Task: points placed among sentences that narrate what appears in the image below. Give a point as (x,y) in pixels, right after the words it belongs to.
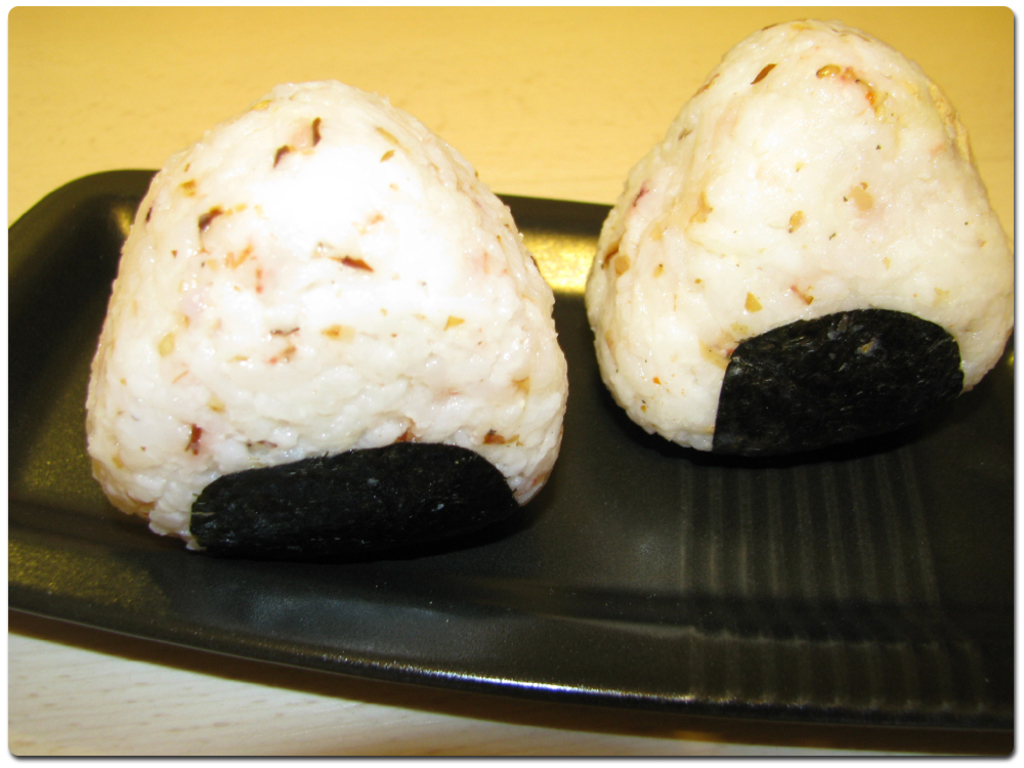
In this picture we can see food items (791,333) placed on a black color tray (583,609).
